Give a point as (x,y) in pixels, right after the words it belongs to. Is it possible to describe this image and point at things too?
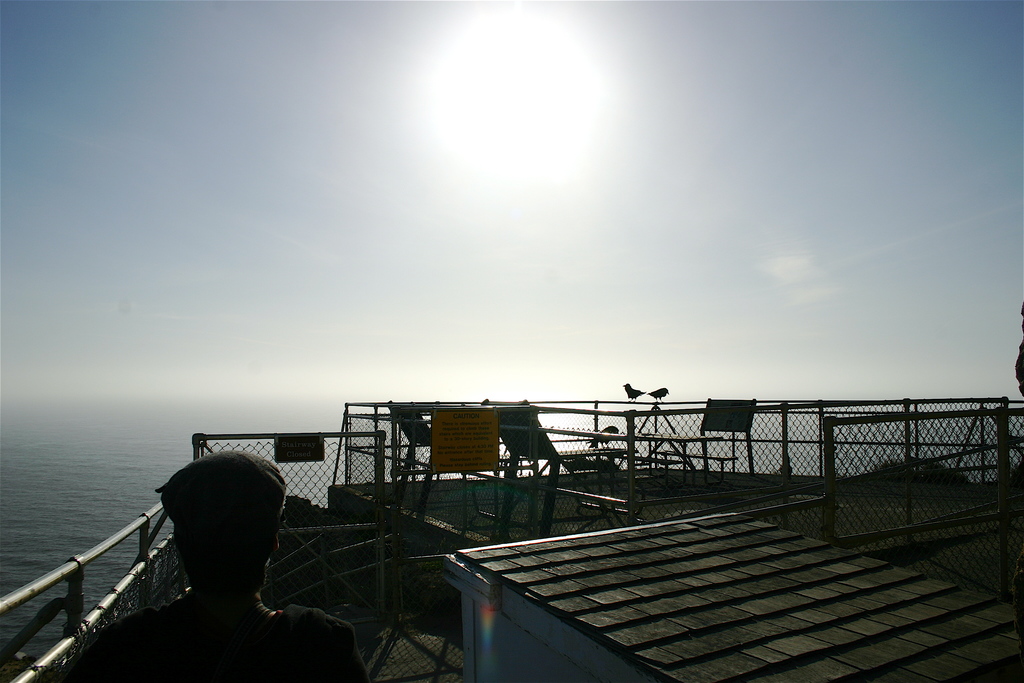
Here in this picture on the left side (189,596) we can see a person (194,565) standing and we can see he is wearing a cap (219,504) and in front of him we can see railing (293,491) covered all over there and we can also see some boards (450,454) present and we can see some birds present on the railing (626,422) and we can see water (83,489) present all over there and we can see sun (454,113) in the sky (435,102).
